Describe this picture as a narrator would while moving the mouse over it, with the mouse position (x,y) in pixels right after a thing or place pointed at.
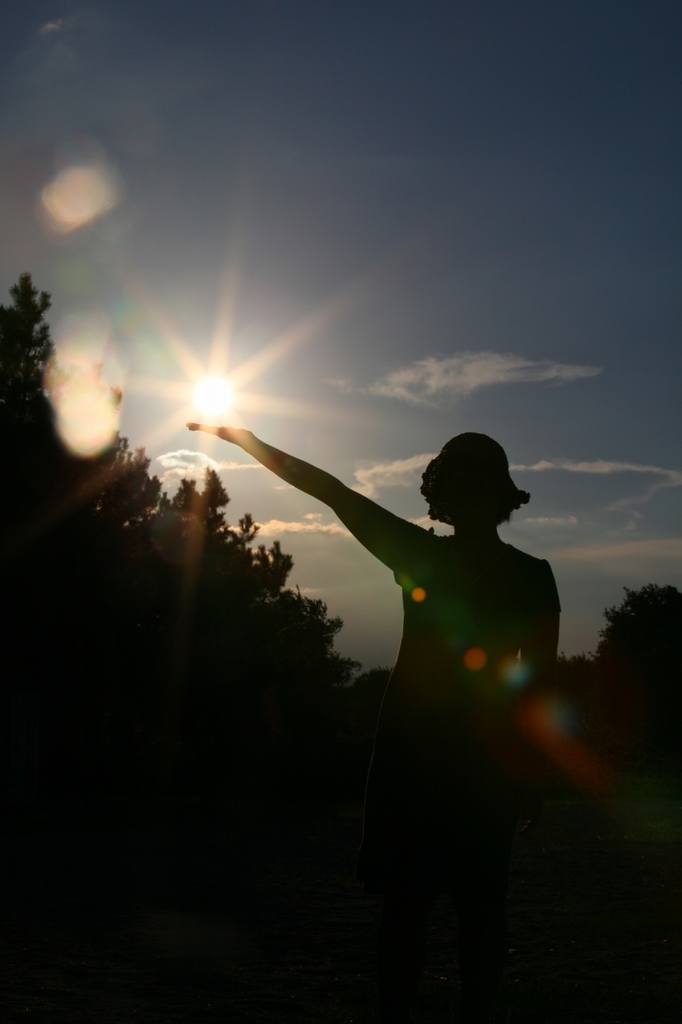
In this image there is a woman (448,696) standing, in the background (77,698) there are trees (325,639) and there is a sun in the sky (235,403).
